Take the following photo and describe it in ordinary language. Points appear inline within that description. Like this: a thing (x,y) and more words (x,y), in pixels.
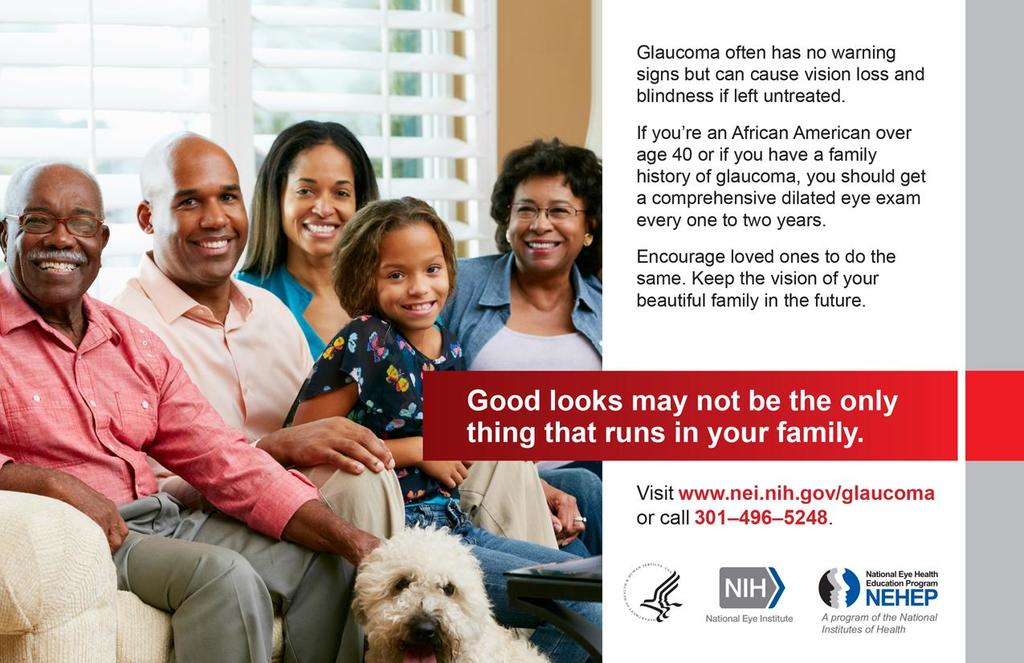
This is a poster (384,265), on the left there are few people (278,371) sitting on the sofa (63,569) and on left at the person leg (136,565) there is a dog (408,631). On the right (730,198) we can see text (747,305) written from the top to bottom.
